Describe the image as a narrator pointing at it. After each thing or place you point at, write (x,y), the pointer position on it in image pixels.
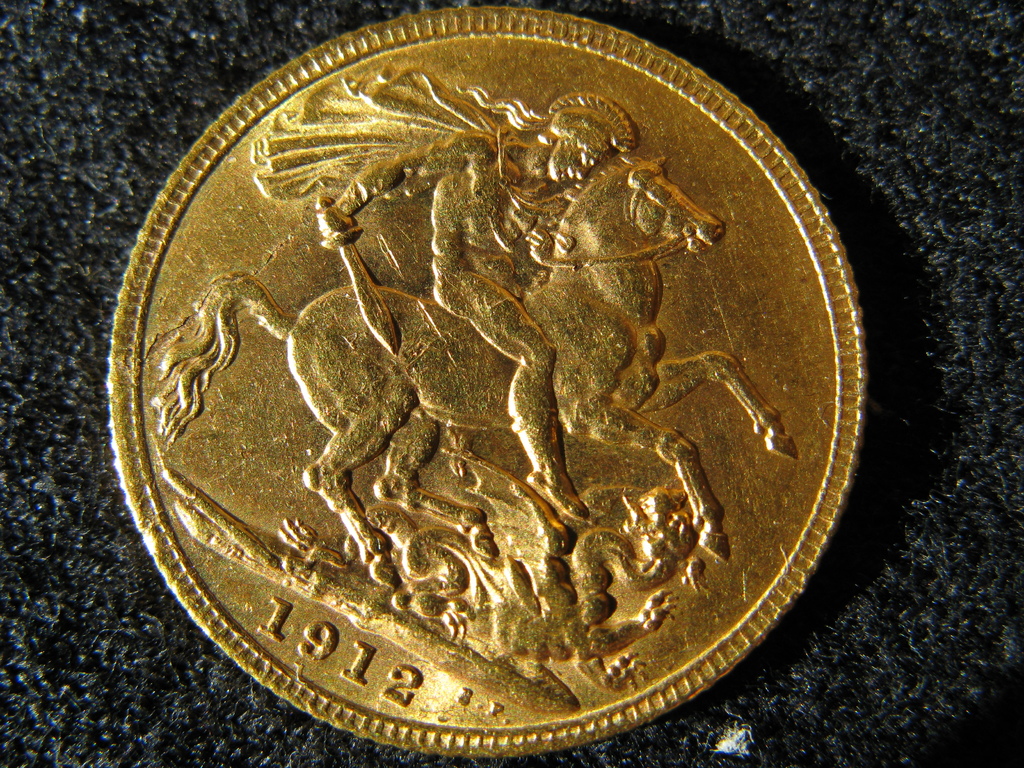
In this image we can see a coin (493,303) with image (507,374) and numbers (300,651).
